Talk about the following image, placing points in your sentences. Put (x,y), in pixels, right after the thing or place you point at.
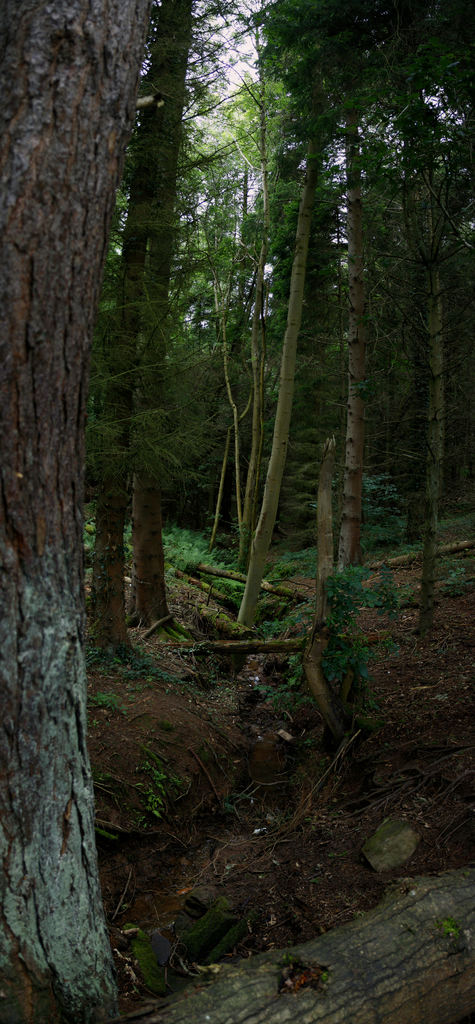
In this image we can see grass (219,558), trees (212,320) and sky (252,50).
